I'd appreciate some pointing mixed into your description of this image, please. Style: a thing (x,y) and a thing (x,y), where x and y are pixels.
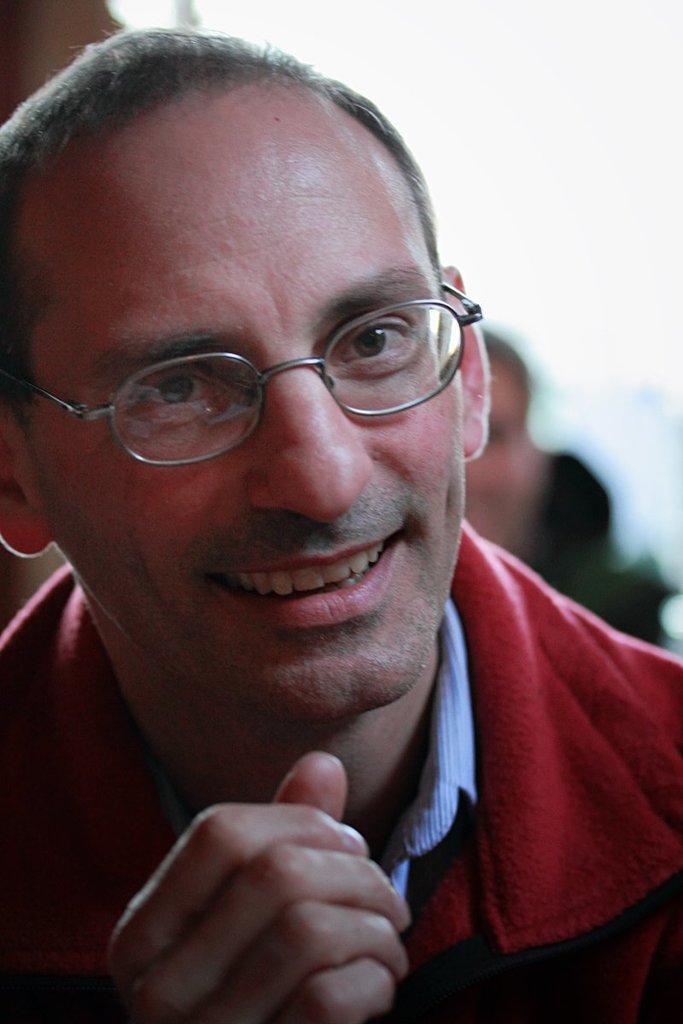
In this image we can see a man (398,728) wearing spectacles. In the background (523,524), we can see a person (518,490).
